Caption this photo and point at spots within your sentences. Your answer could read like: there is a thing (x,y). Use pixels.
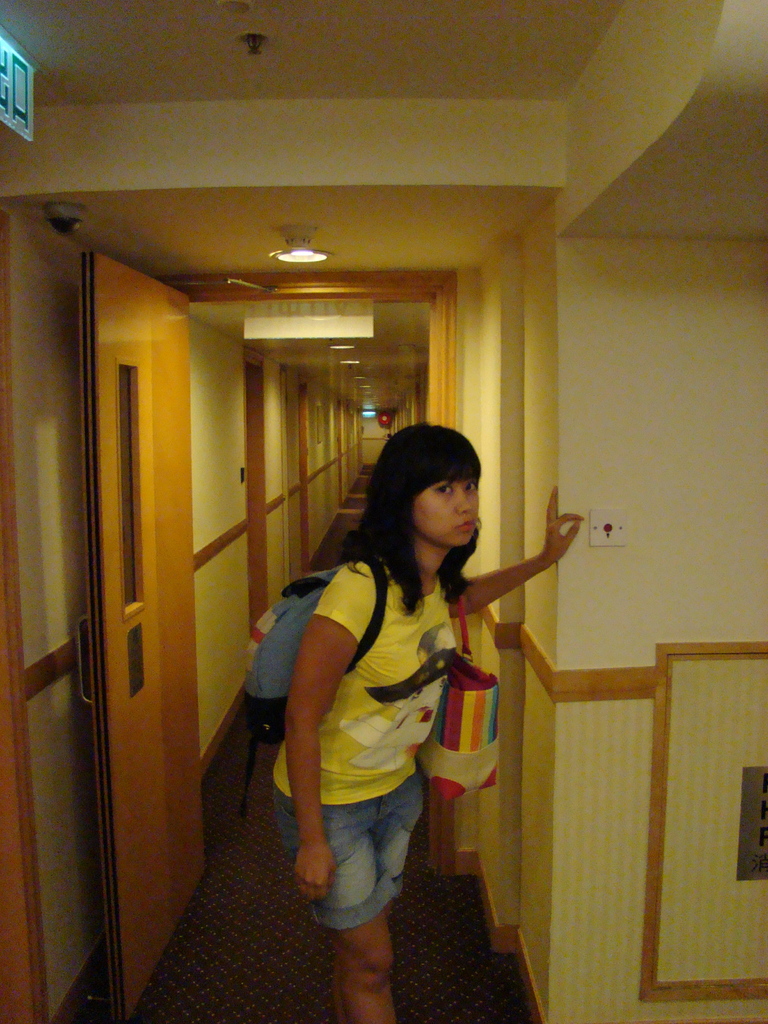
In the foreground (442,563), I can see a person (431,662) is standing on the floor (435,960) and is wearing a bag (487,705). In the background (758,592), I can see doors (306,431), boards (343,314), lights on a rooftop (370,353) and a wall (647,485). This image taken in a building (522,674).
